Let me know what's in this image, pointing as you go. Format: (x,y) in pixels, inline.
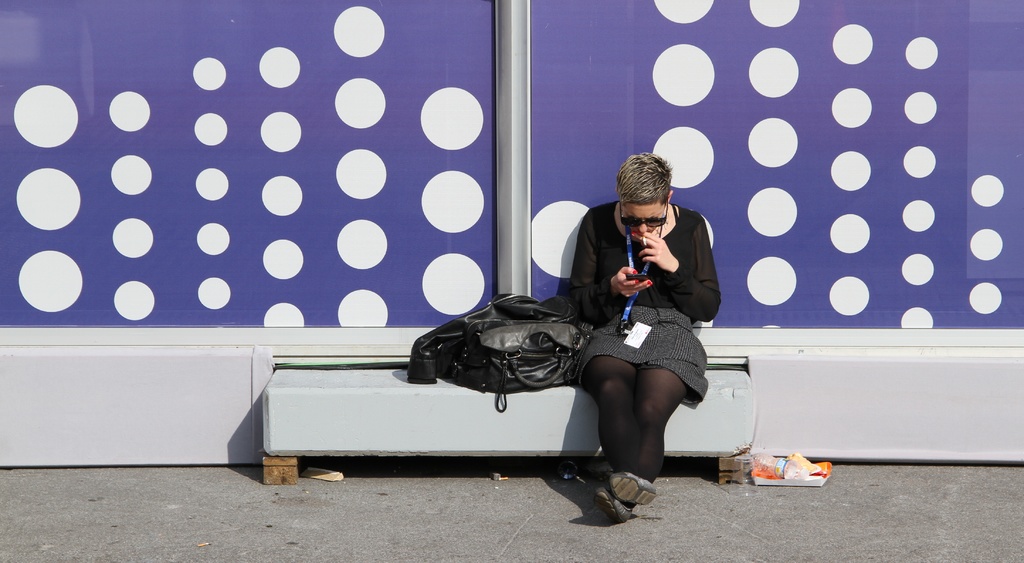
This picture is taken outside. In this image, in the middle (621,373), we can see a woman (628,360) wearing a black color dress (693,307) is sitting on the bench (707,434) and she is also having cigarette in her hand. On the bench (560,395), we can also see a black color bag (552,383). In the background (556,113), we can see a blue color wall (433,105) with color dots (777,84), at the bottom (770,455), we can see a tray (801,472), on the tray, we can see a water bottle (787,466) and a packet (821,471).
